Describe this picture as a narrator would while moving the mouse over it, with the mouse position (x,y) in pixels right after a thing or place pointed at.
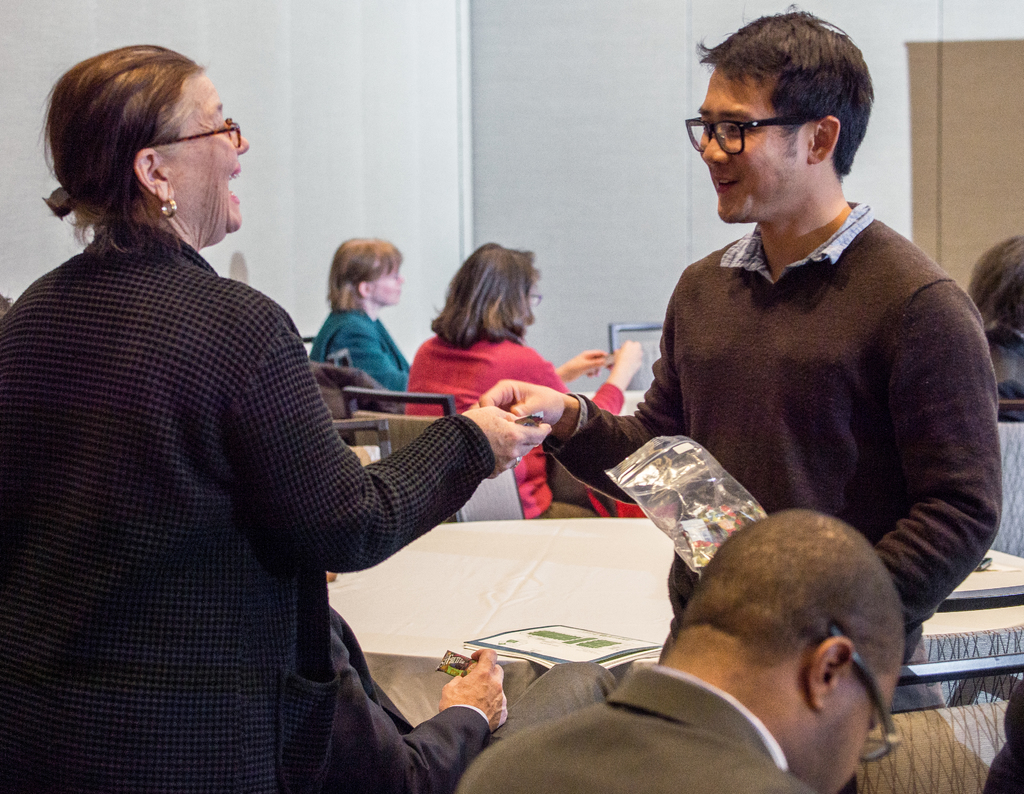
In this image I can see group of people (719,577) some are standing and some are sitting. In front (207,471) the person (257,490) is wearing black color dress (257,490), background I can see few papers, books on the table (605,575) and the wall (533,152) is in white color.
